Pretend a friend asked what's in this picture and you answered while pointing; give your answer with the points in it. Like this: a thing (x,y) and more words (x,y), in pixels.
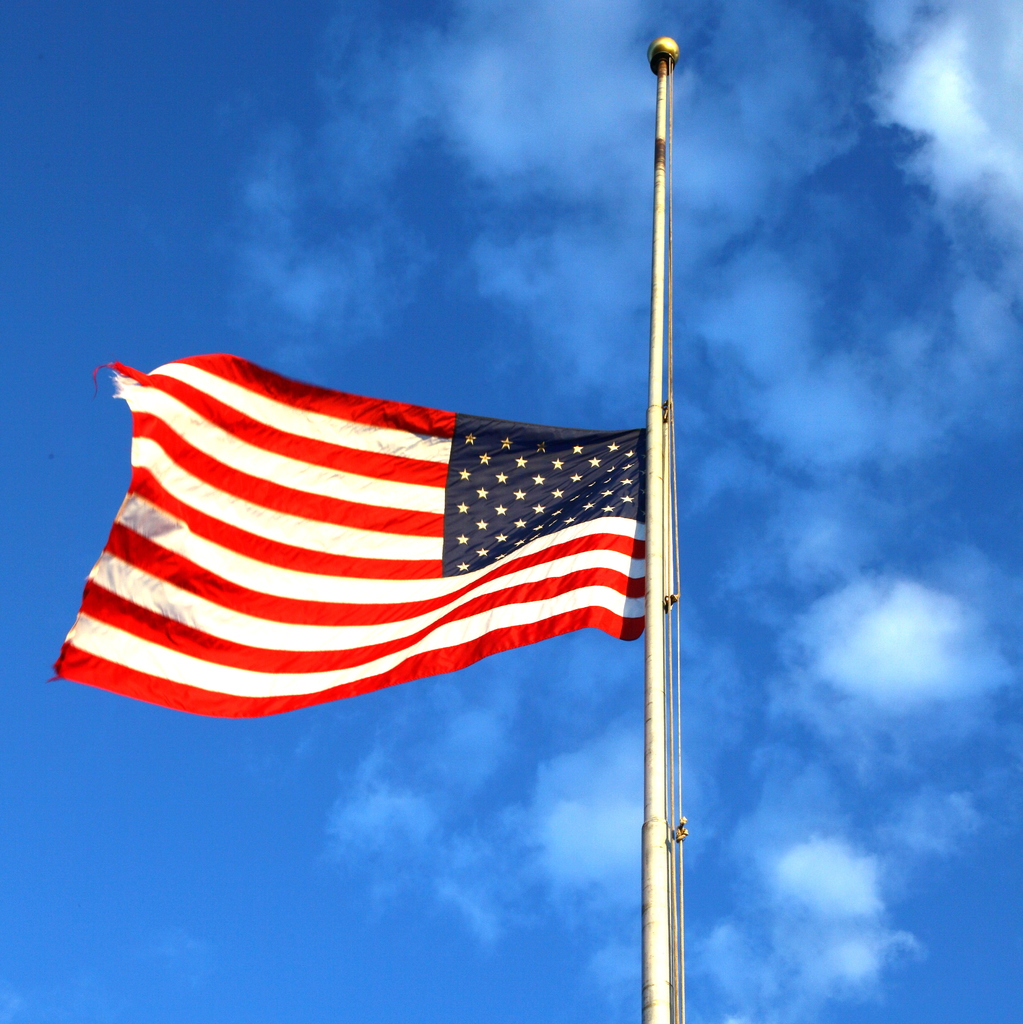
Here we can see a flag (452,517) and a pole (652,881). In the background (720,545) there is sky (69,823).
